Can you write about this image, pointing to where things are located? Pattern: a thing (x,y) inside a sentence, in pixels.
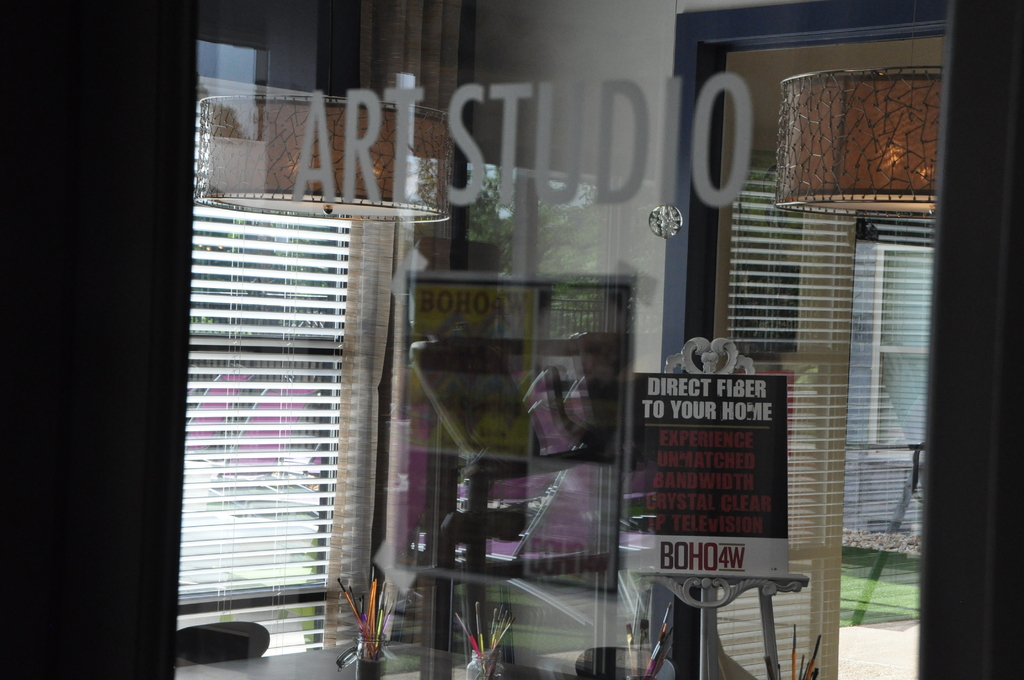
There are stickers (505,110) pasted on the glass (514,44). Through this glass (551,550), we can see a hoarding (760,394), a white wall (640,226), jars (472,673) with brushes (381,628) on the table (441,645), grass (888,598) on the ground (879,578), chairs (604,671) and other objects (349,509).
